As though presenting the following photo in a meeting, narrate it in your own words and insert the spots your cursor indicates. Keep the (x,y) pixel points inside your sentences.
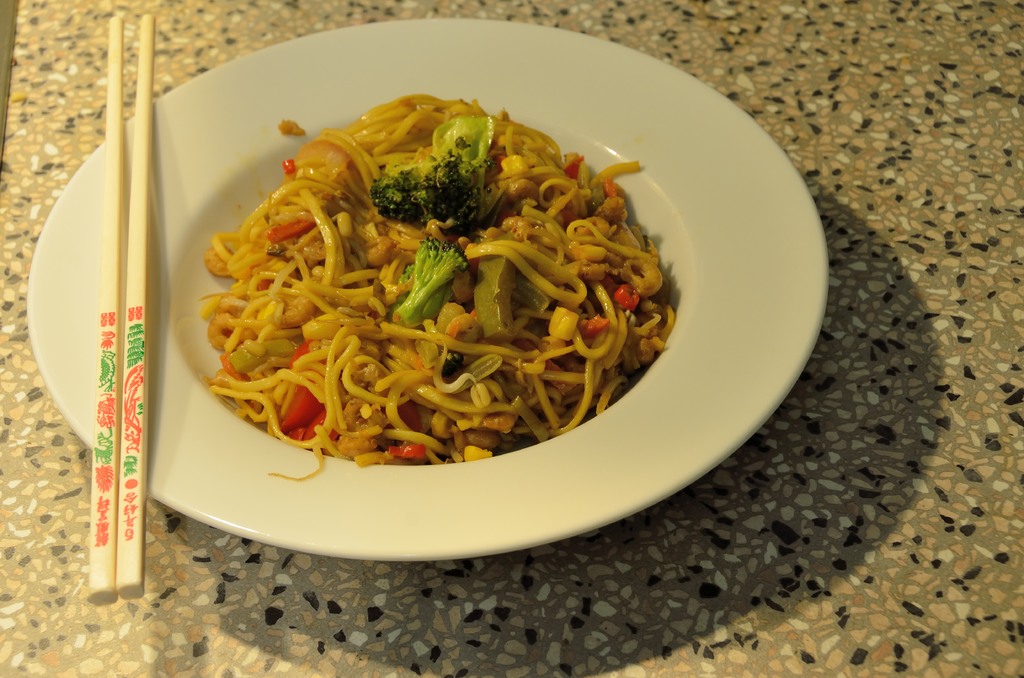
In this image we can see a plate (591,142) on the floor (859,123) with some food item (415,264) and chopsticks (145,402) on the plate (663,391).
